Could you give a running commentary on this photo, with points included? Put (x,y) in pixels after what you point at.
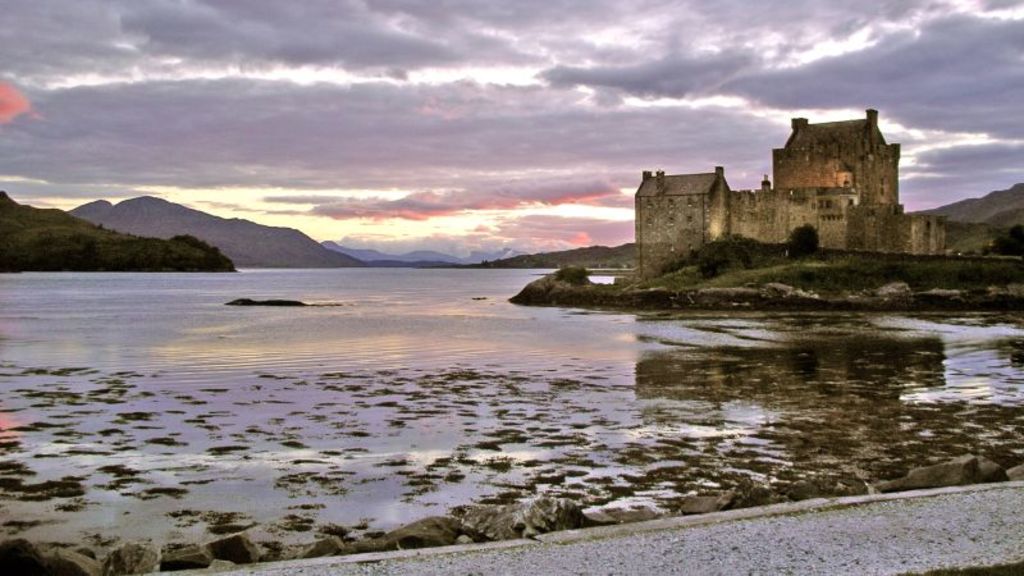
On the right side of the image (813,205) a building (862,204) is present. On the left side of the image (184,238) mountains (147,238) are there. At the bottom of the image (413,540) rocks (442,526), grass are present. In the middle of the image (413,332) water (291,334) is there. At the top of the image (402,119) sky (421,120) is present.
